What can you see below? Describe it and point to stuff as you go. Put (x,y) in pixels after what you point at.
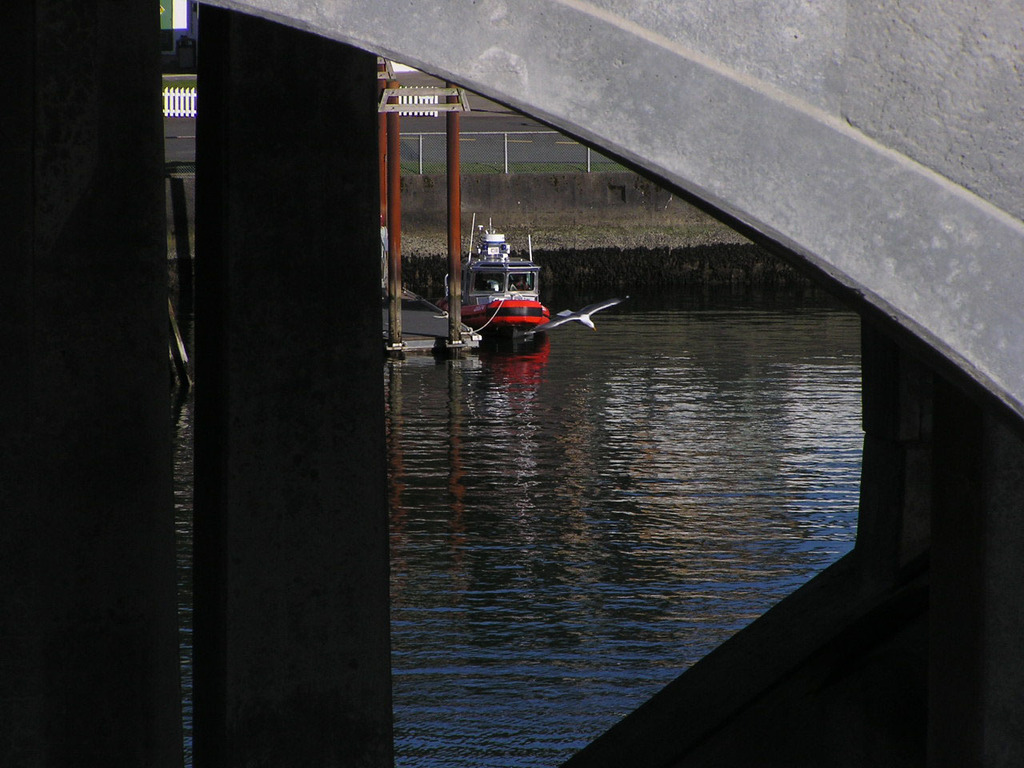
In this picture there is a red boat (496,285) on the water (532,350). In front of the boat (482,294) there is a bird (583,318) which is flying. In the background (591,163) I can see the wall (408,179), plants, grass (519,165), open area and poles (384,159). In the top right corner (992,116) I can see the bridge wall (820,85).
